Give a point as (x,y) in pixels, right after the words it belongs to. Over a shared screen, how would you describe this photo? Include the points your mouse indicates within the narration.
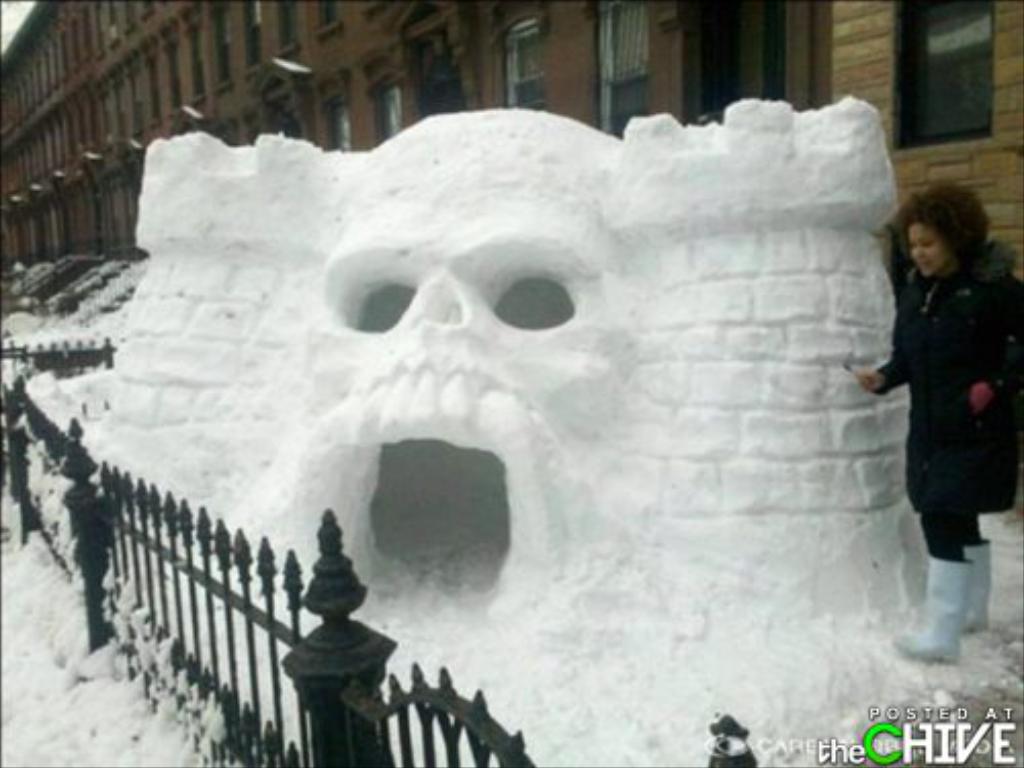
In this picture I can see a person (956,196) standing, there are iron grilles (20,470), there is a skull shaped igloo (370,267), there is snow (78,409), and in the background (113,128) there is a building (253,53) with windows (253,53) and there are watermarks (742,751) on the image.
